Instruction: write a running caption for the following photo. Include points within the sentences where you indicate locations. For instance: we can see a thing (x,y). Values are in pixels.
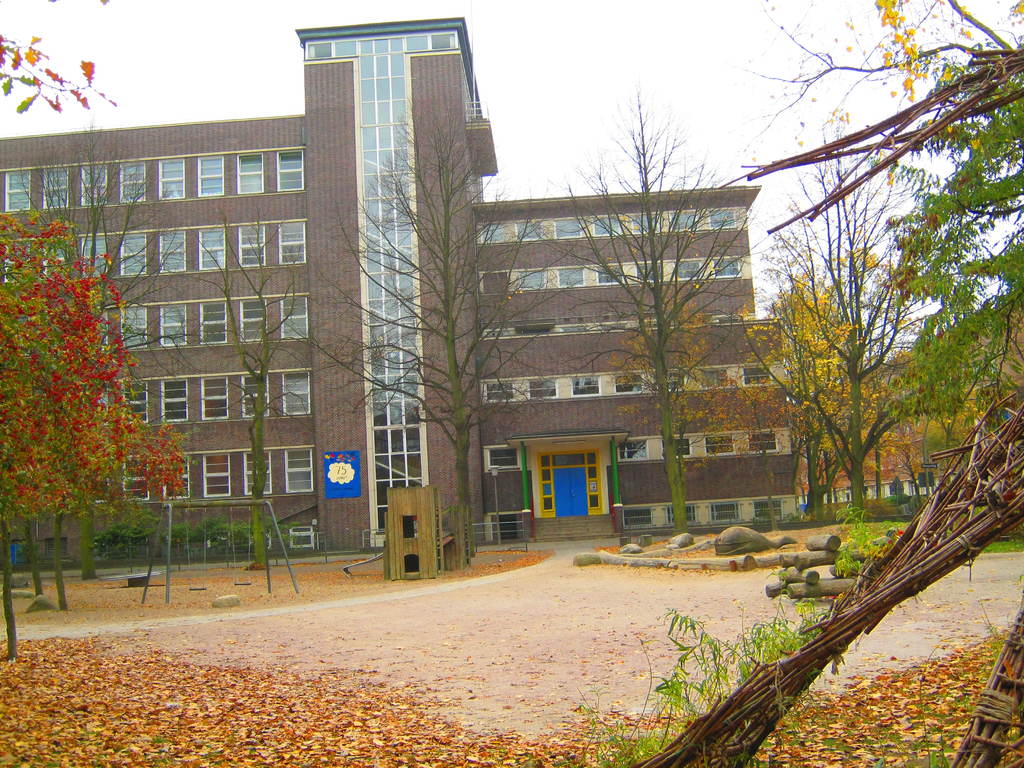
In this picture we can see dried leaves (168,677) on the ground (615,579), wooden logs (820,578), stones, trees (58,331), swings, doors (579,502), poster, buildings (595,428) with windows (368,369) and some objects (703,764) and in the background (512,23) we can see the sky (524,13).
